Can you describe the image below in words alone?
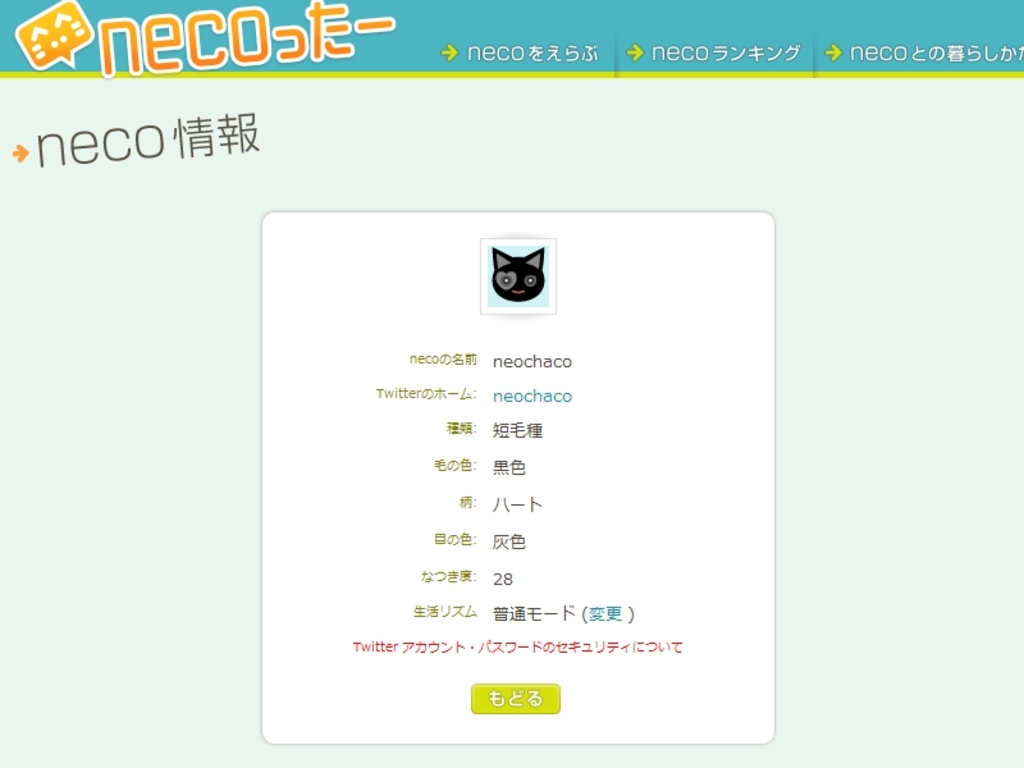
In this image we can see an animated image. There is some text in the image.
